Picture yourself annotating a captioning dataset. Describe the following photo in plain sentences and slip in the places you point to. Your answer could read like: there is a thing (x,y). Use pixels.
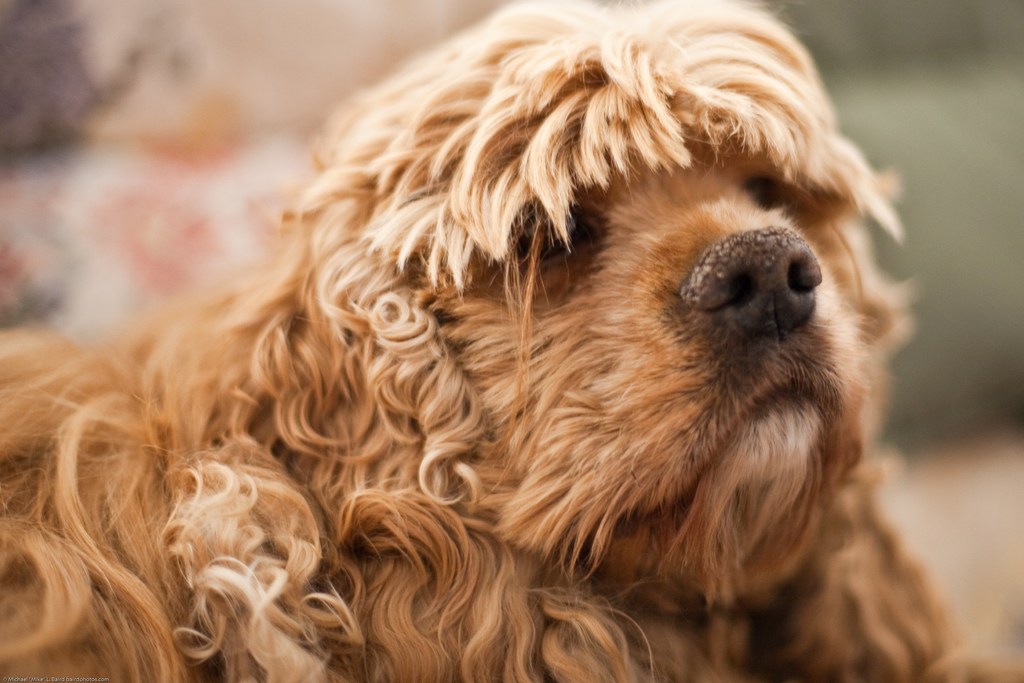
In this image I can see a dog (410,495) in brown color and I can see blurred background (937,240).
